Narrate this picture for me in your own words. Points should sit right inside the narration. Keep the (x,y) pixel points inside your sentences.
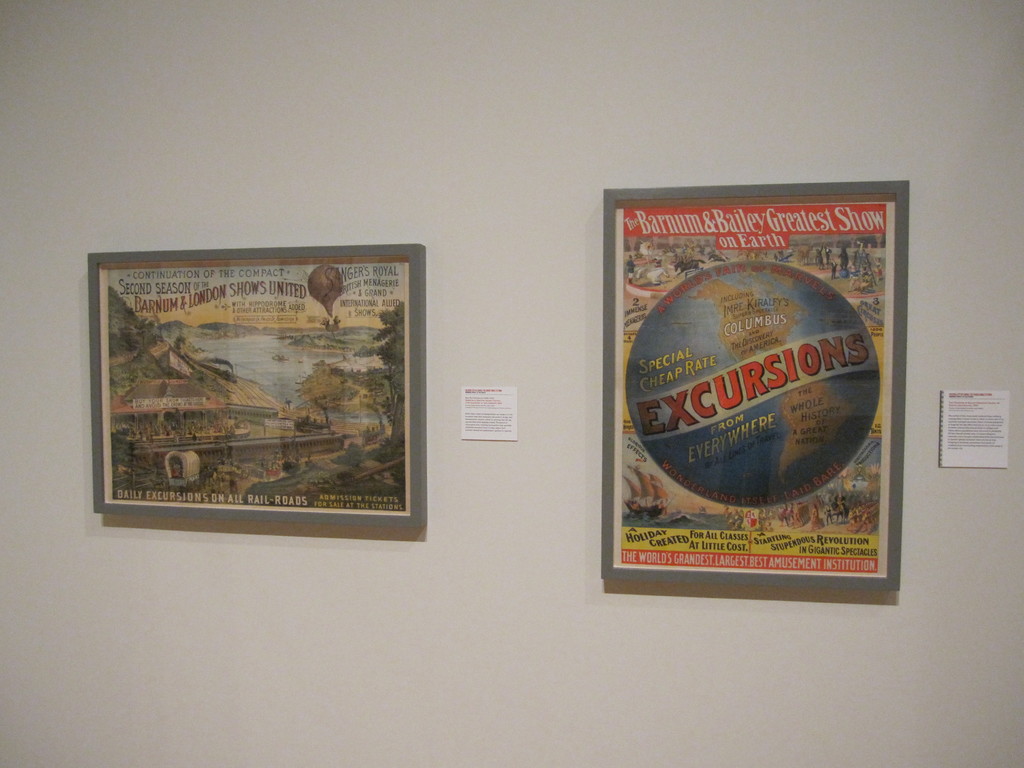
In this picture we can see some posters (660,438) are attached to the wall (450,356).
